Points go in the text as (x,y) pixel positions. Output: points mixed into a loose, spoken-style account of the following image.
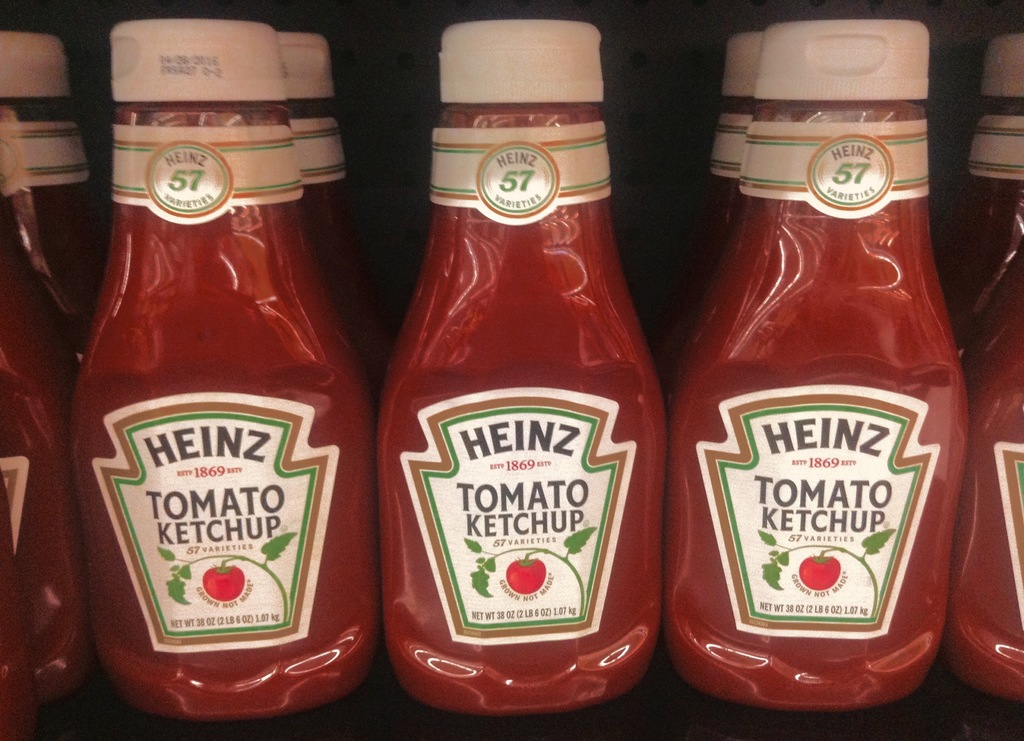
In this image I can see ketchup bottles (392,403) arranged in an order. And there is a dark background (357,32).
